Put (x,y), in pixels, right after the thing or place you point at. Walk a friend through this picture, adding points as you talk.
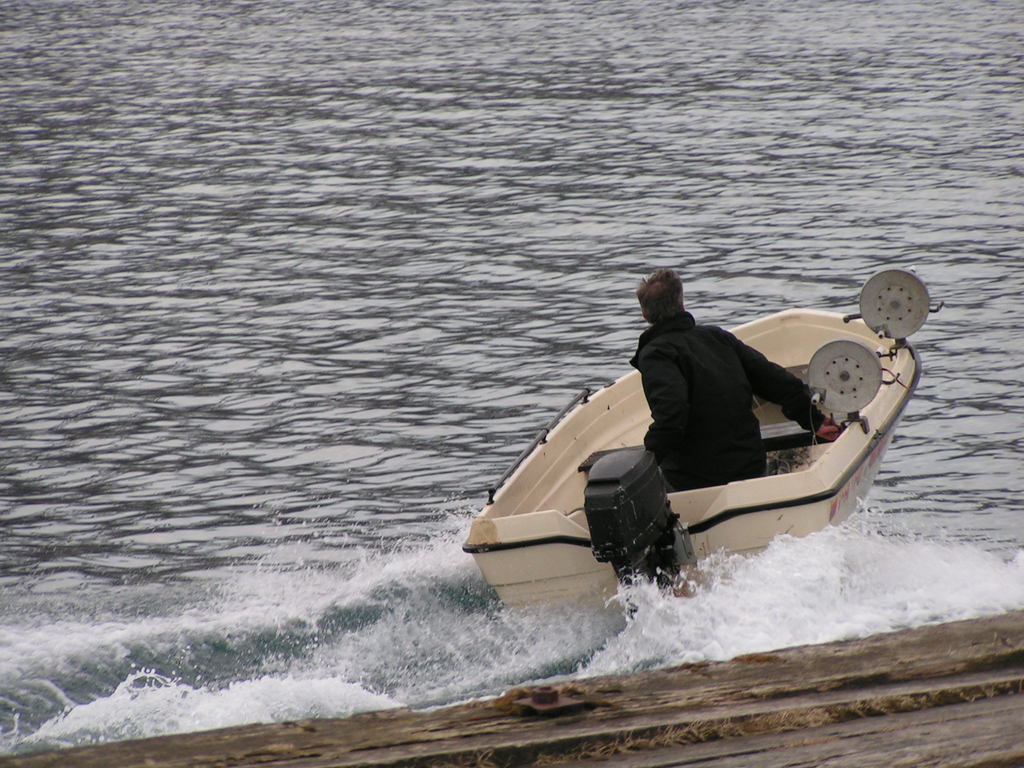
At the bottom of the image (437,706) we can see water (898,457), above the water (544,414) a person (672,344) is riding a boat (814,355).
